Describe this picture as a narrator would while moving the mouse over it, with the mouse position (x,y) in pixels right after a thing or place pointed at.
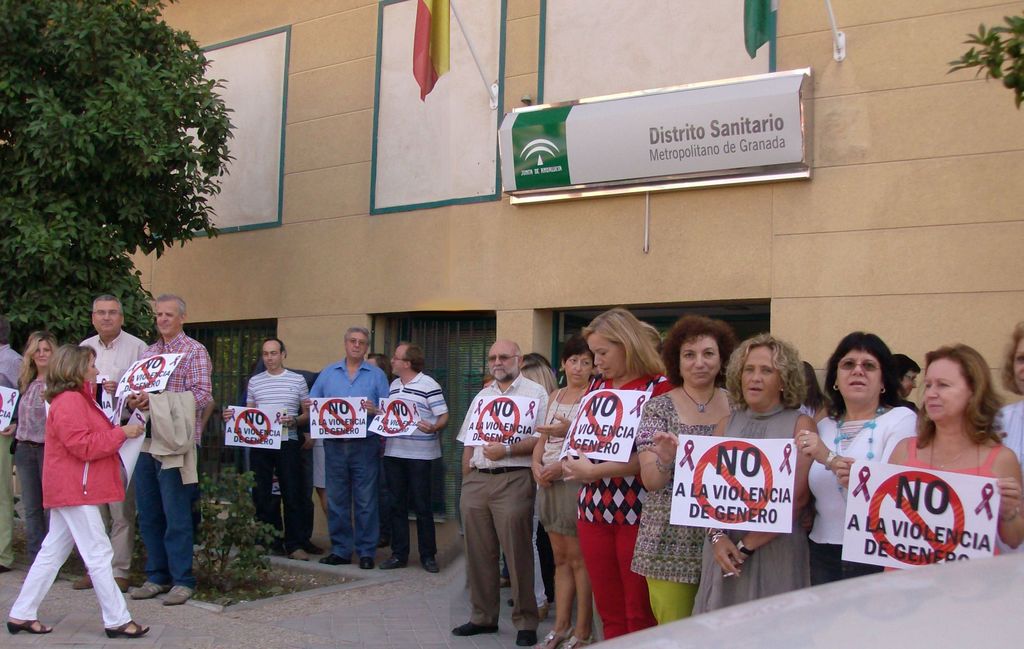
In this image I can see number of persons (820,453) are standing and holding few boards (167,380) which are white, red and black in color. In the background (101,122) I can see few flags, few trees (968,63), a building (906,199) and a board (590,134) which is white and green in color to the building (612,83).
